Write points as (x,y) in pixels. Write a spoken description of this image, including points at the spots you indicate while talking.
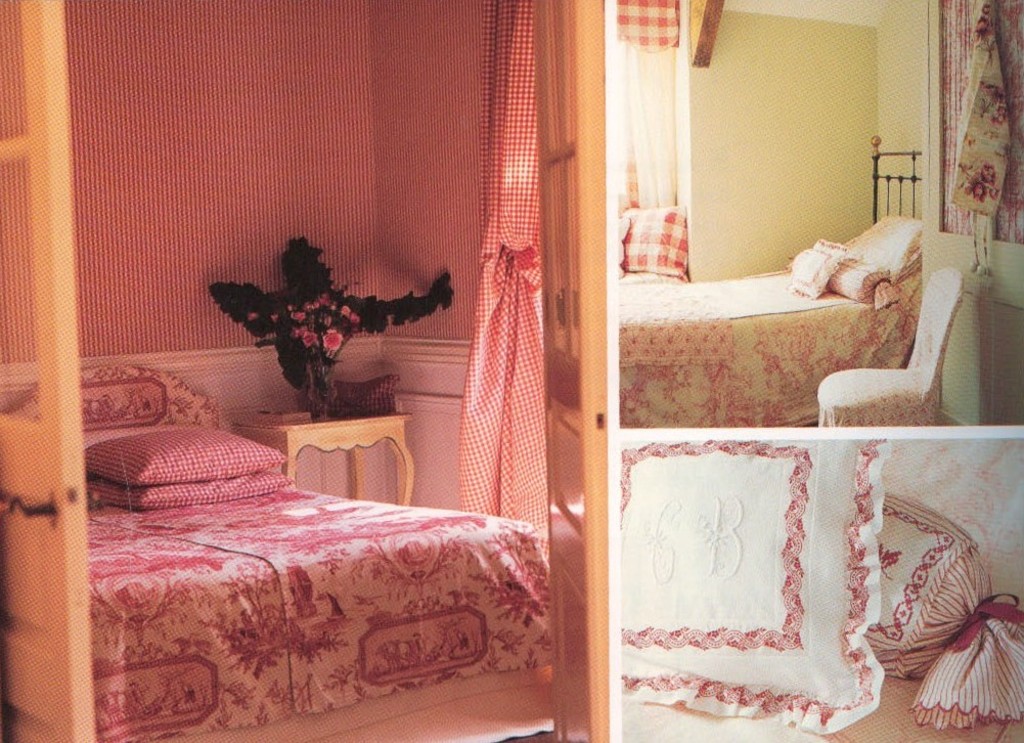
It is the collage of three images. The image on the left side (237,561) contains a bed (272,568) on which there are pillows (247,458). Beside the bed (264,514) there is a cupboard (321,438) on which there is a flower vase (324,379). The images on the right side (791,474) contains bed (745,376) and pillows (820,564). On the left side (35,701) there is a door (35,503).
